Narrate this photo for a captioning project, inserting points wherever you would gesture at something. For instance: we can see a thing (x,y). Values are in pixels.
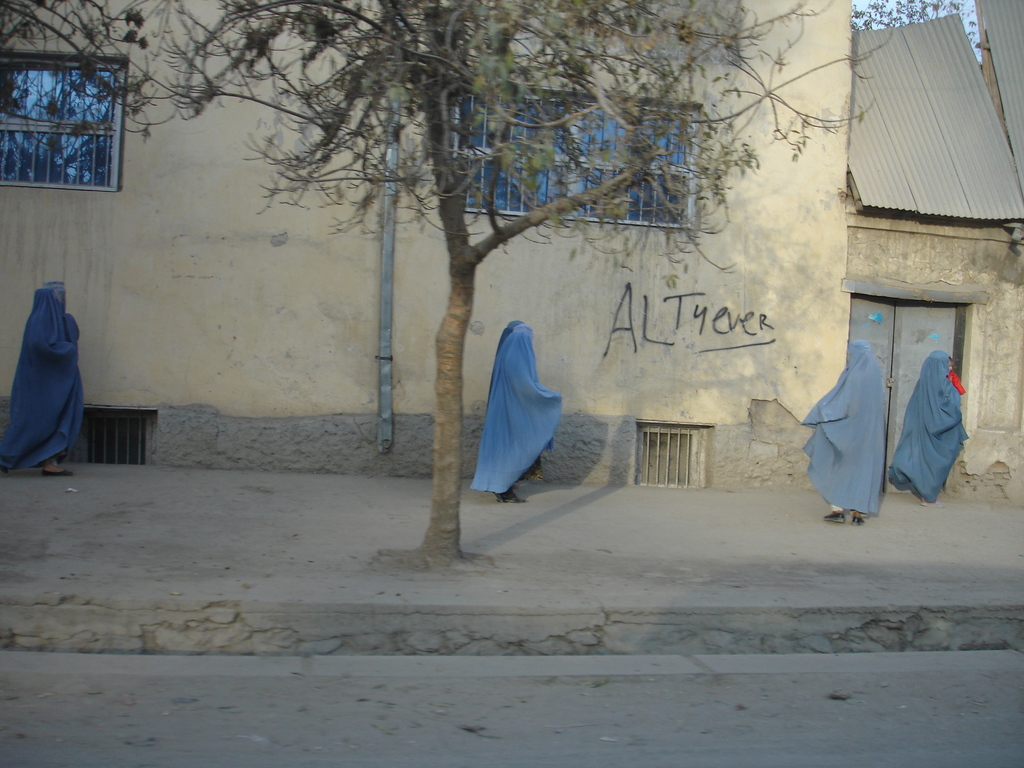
In this picture, we see four people (530,416) who are wearing the blue dresses (828,447) are walking. In the middle of the picture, we see a tree (494,3). At the bottom (526,652), we see the pavement (604,699). In the background (237,303), we see a building (339,281) or a wall (339,281) on which some text (766,344) is written. We even see the windows (118,152). On the right side (878,222), we see a building (949,260) with a grey color roof (929,88). It has a door (919,322). Behind that, we see a tree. The person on the right side (950,397) is holding a baby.
